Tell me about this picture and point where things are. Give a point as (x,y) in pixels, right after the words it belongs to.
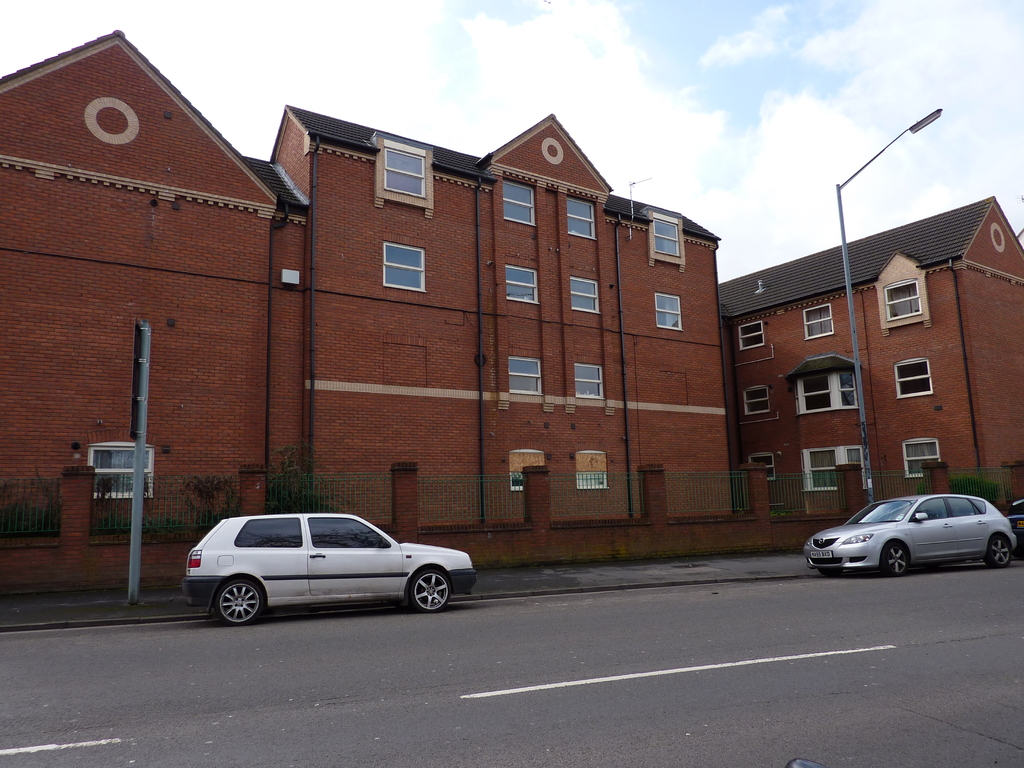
In this image there buildings (436,457), iron grills (388,489), plants (45,482), there are poles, light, board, vehicles (888,516) on the road (587,599), and in the background (1022,189) there is sky (463,133).
